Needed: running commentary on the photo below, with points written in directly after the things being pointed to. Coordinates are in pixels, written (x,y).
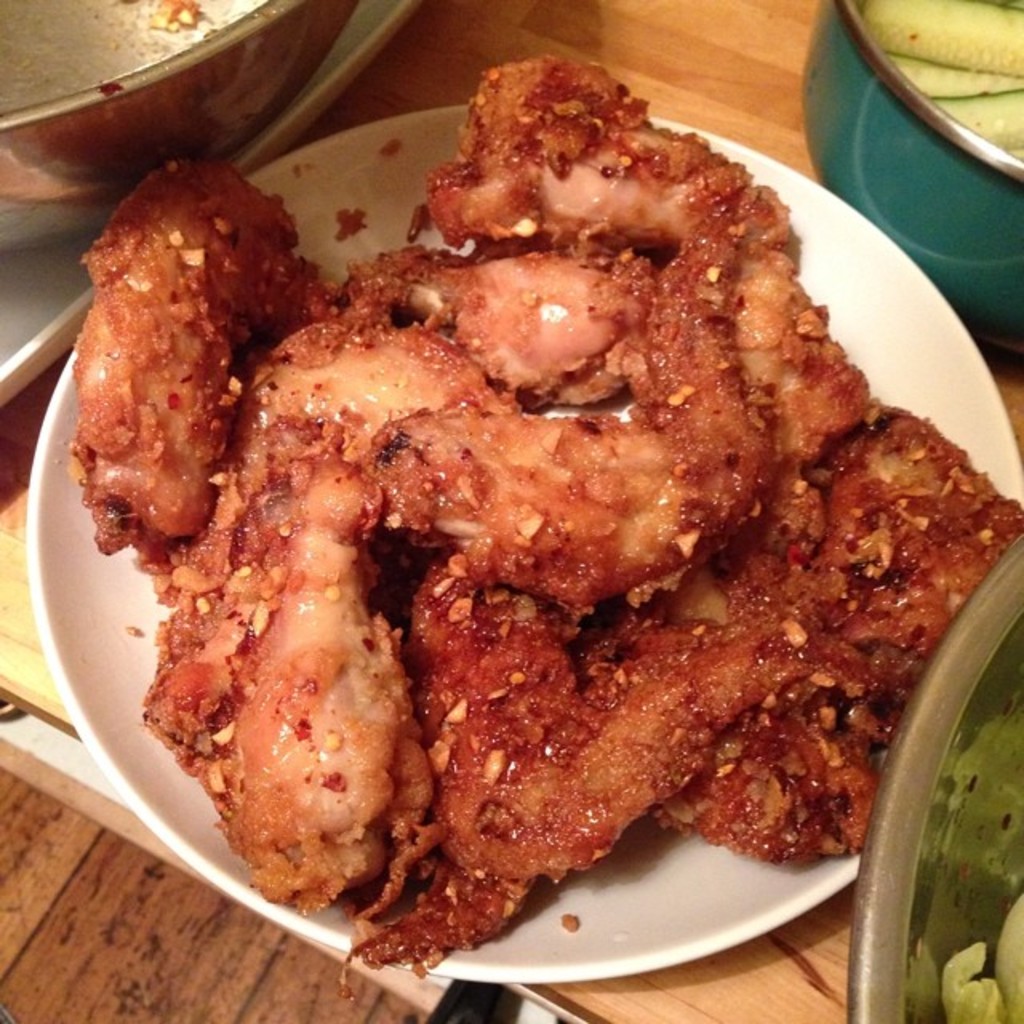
In this image we can see the food item (499,777) in a plate (637,884) and there are few bowls (914,112) and some other things (1005,35) on the table (737,28).
